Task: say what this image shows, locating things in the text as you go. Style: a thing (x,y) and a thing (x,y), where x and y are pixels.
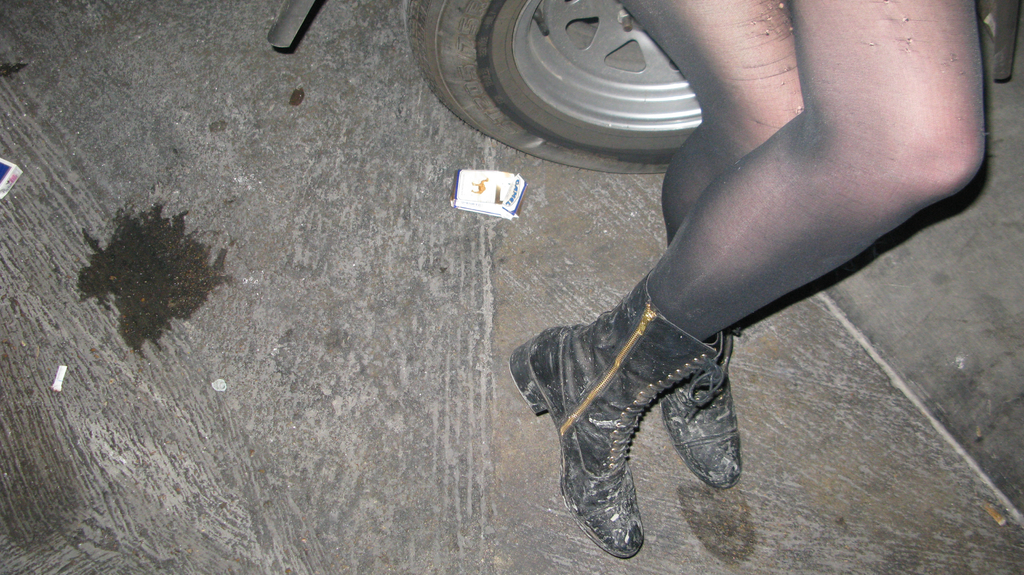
In this picture there is a woman (830,197) who is wearing black shoe (696,471). She is sitting near to the car (687,97). At the top (607,7) we can see the car (491,23), beside that there is a cigarette packet (475,173) on the floor (541,209).
